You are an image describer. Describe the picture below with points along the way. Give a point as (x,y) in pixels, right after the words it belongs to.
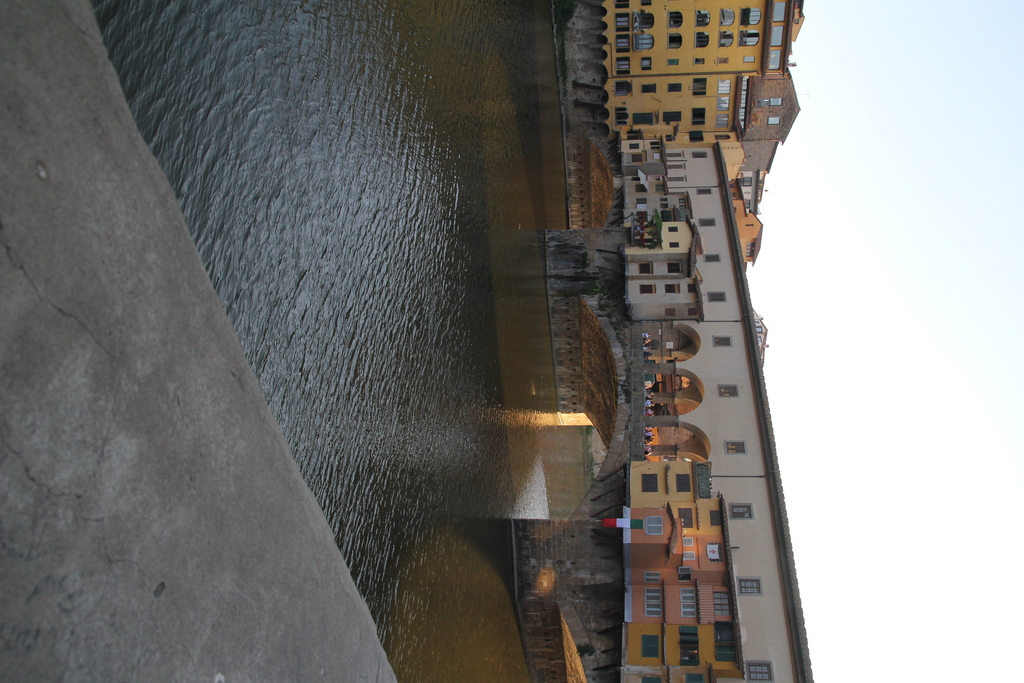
In the image there is a pavement (291,602), behind that there is a river (506,637) and across the river (503,655) there is a bridge (622,349) and in the background (712,132) there are buildings (753,370).
